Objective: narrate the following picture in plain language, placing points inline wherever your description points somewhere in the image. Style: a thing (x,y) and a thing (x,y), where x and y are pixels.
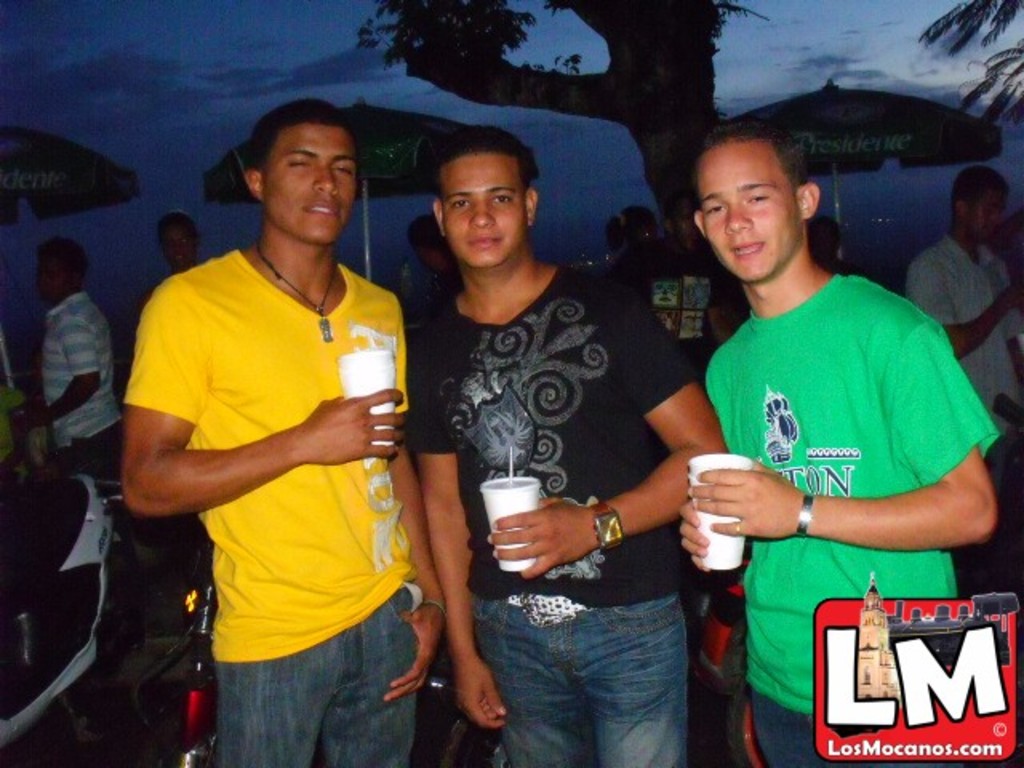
In front of the picture, we see three people (597,390) standing and holding glasses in their hands (524,532). Three of them are posing for the photo. Behind them, we see people (98,351) standing. There are trees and umbrella tents (373,136) in the background (238,161). At the top of the picture (259,82), we see the sky (313,67), which is blue in color. This picture is clicked in the dark.
